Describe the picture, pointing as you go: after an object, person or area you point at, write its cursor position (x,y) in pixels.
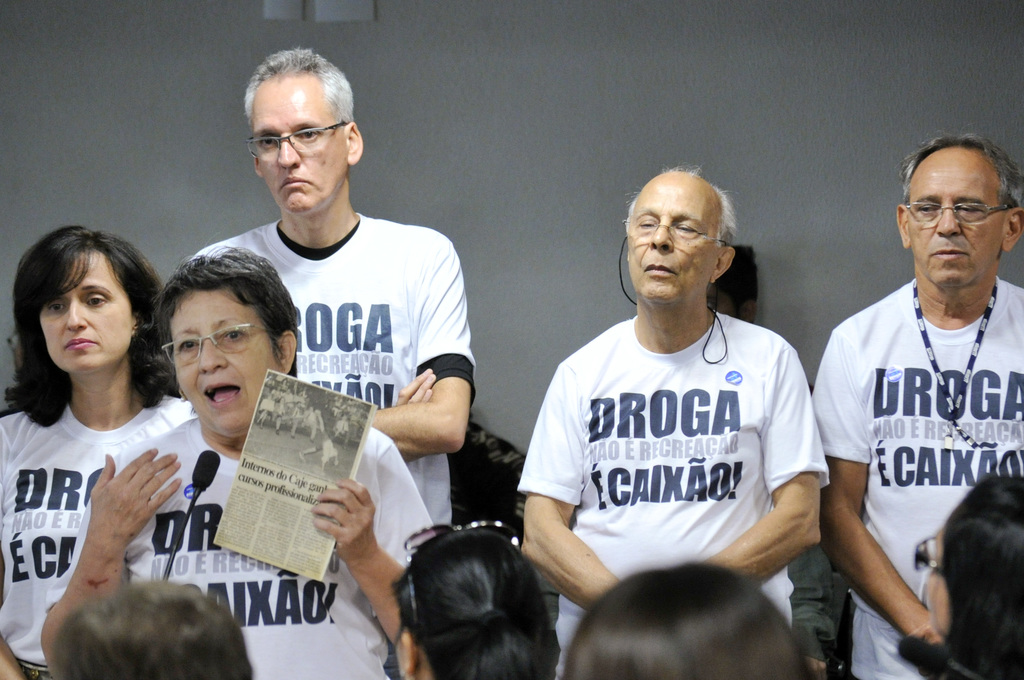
Here I can see few people (184,497) are wearing white color t-shirts (397,338) and standing. On the left side (227,533) a person (211,350) is holding a newspaper (301,483) in the hand (325,507) and speaking on the mike (193,479). At the bottom of the image (151,646) I can see few people (169,615) are facing towards the people (136,277) who are standing. In the background (745,105), I can see a wall (619,88).
